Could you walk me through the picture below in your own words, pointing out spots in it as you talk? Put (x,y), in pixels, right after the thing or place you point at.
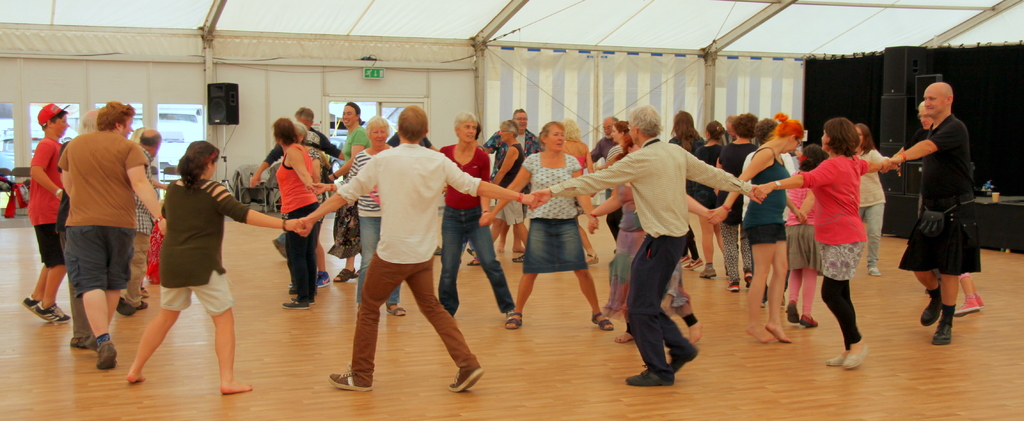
In this picture we can observe some people (522,160) standing, holding each other's hands (300,232). There are men (121,210) and women (526,234). On the right side (877,91) we can observe speakers (908,82), black color curtains (851,84). In the background (214,81) there is a wall (156,85).
